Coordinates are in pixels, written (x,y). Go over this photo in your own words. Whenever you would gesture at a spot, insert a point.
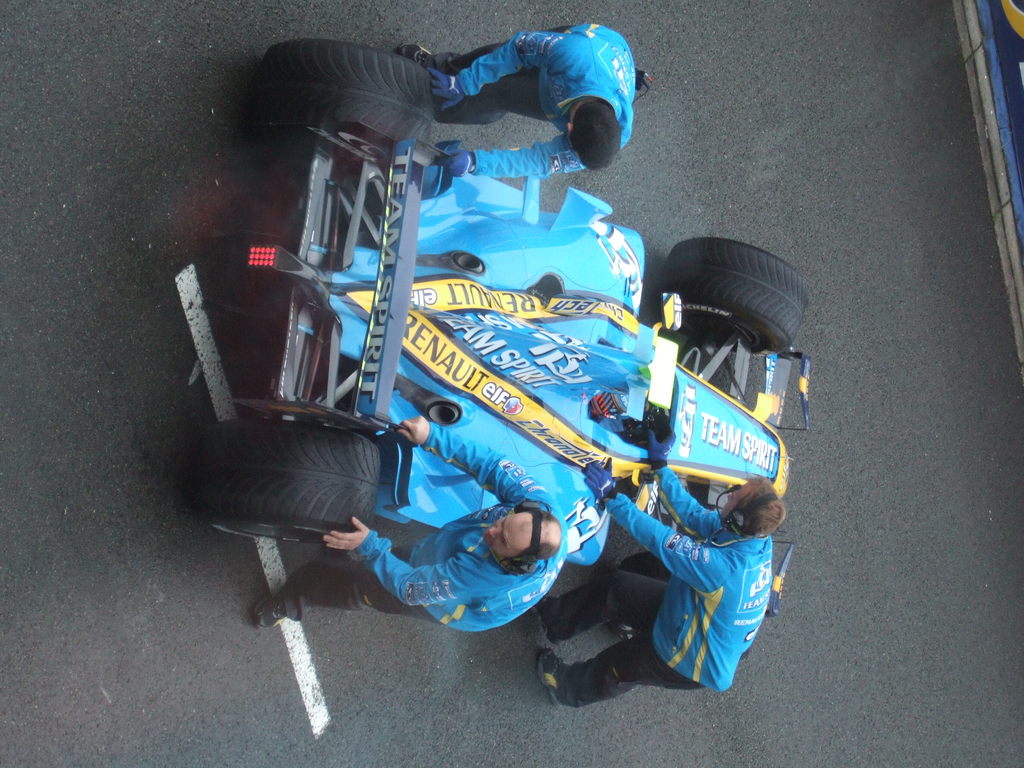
Here we see a sports car (793,316) on the road (314,668) where three people (279,611) are pushing it.
